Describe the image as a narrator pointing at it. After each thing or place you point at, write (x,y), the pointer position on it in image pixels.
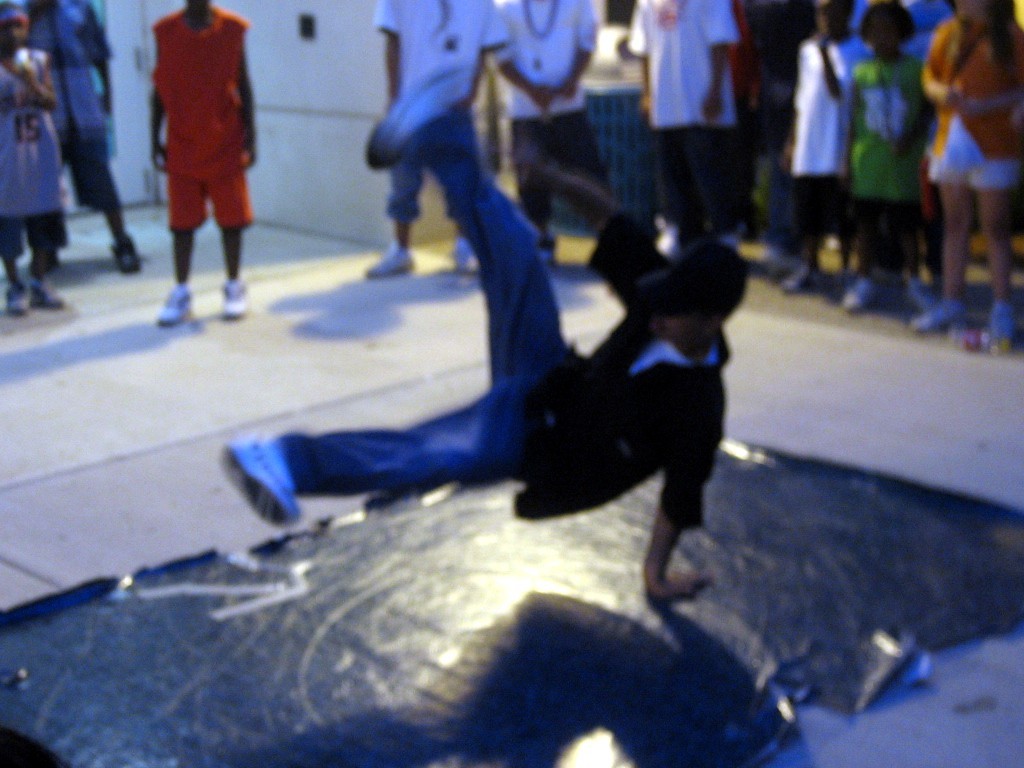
In this image we can see a person (674,284) performing on the floor (570,336). In the background (506,35) there are people (767,108) standing on the floor (66,379).
